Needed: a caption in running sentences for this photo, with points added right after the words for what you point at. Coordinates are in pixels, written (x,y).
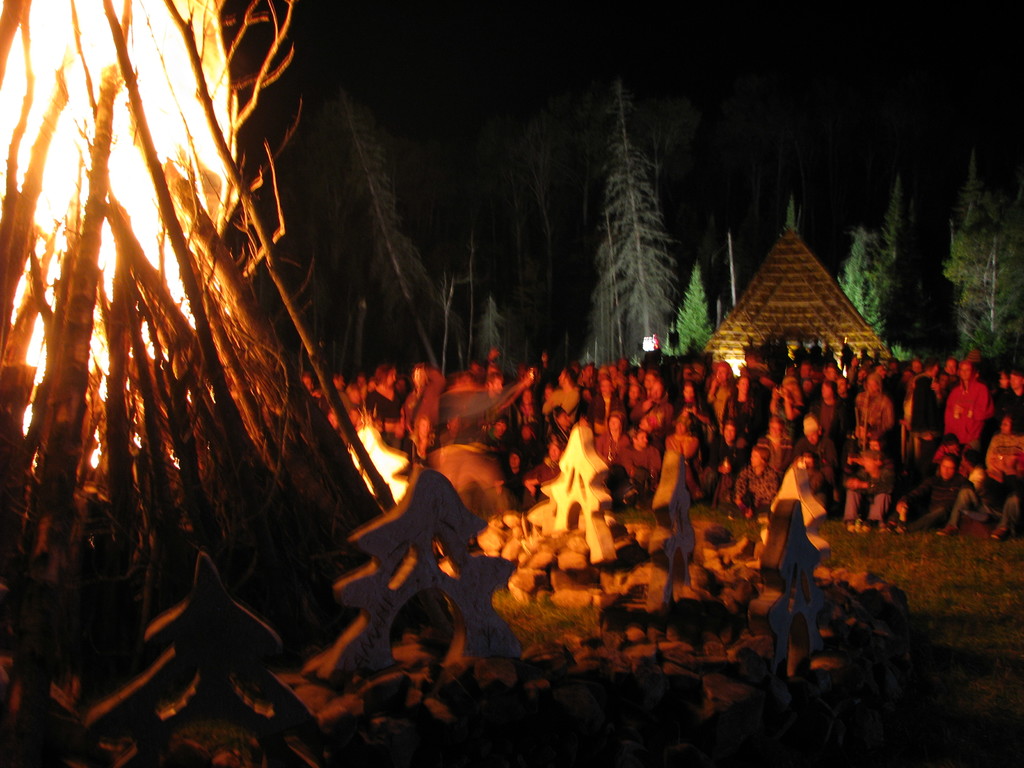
In this picture there are group of people (710,403). On the left side of the image (231,317) there is a campfire (135,96) and there are stones (700,618). At the back (799,260) there is a building (782,295) and there are trees (875,200). At the top (797,29) there is sky (802,18). At the bottom (952,619) there is grass (980,552).
